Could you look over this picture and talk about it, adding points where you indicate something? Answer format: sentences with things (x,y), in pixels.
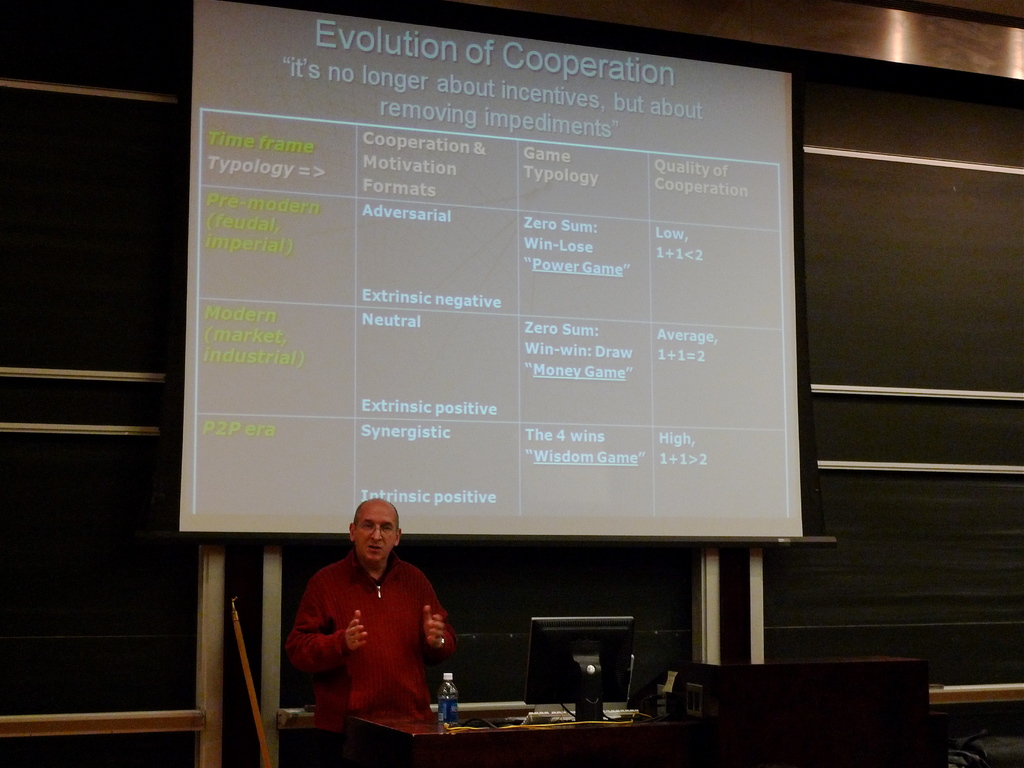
In this image I see a man (371,573) over here who is standing and I see a table (547,741) over here on which there is a desktop (554,685) and a bottle (445,675). In the background (18,595) I see the wall (54,623) which is of black and white in color and I see the screen (594,222) on which there is something written.
